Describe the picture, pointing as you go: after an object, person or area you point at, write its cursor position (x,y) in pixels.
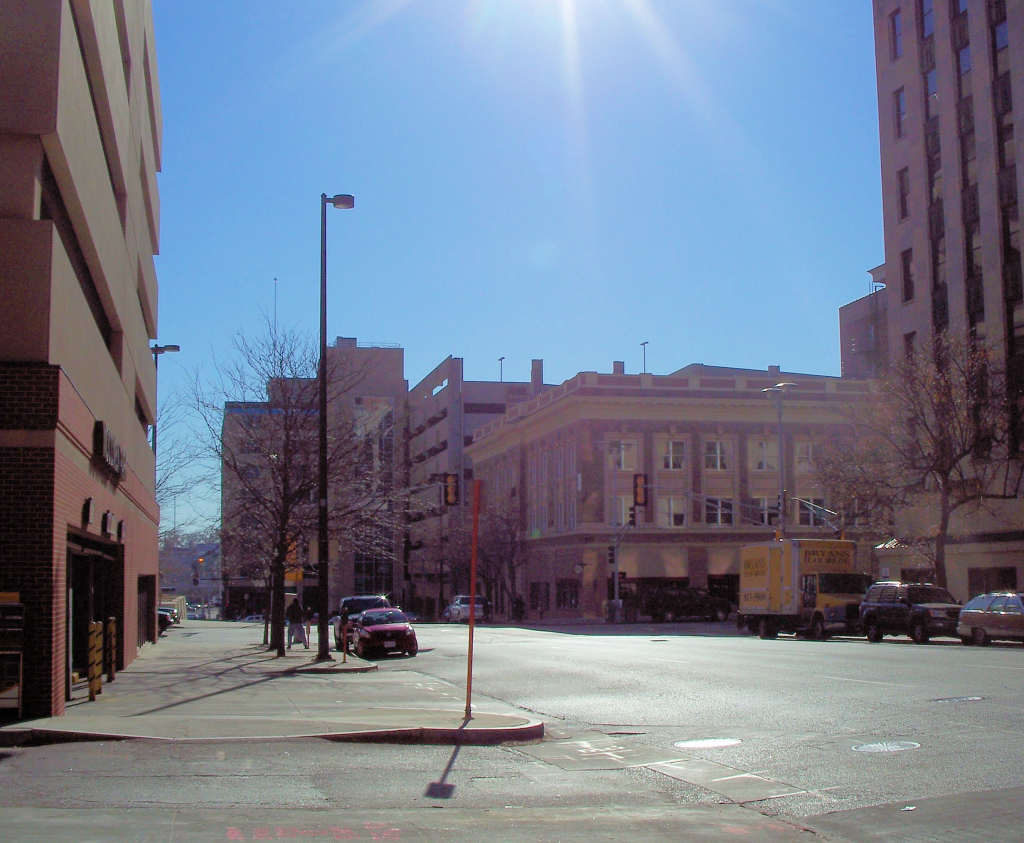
These are the buildings (383,417) with the windows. I can see the trees (306,442). This looks like a street light (324,439). I can see the vehicles (374,598) on the road (657,719). This is the sky (598,199).
